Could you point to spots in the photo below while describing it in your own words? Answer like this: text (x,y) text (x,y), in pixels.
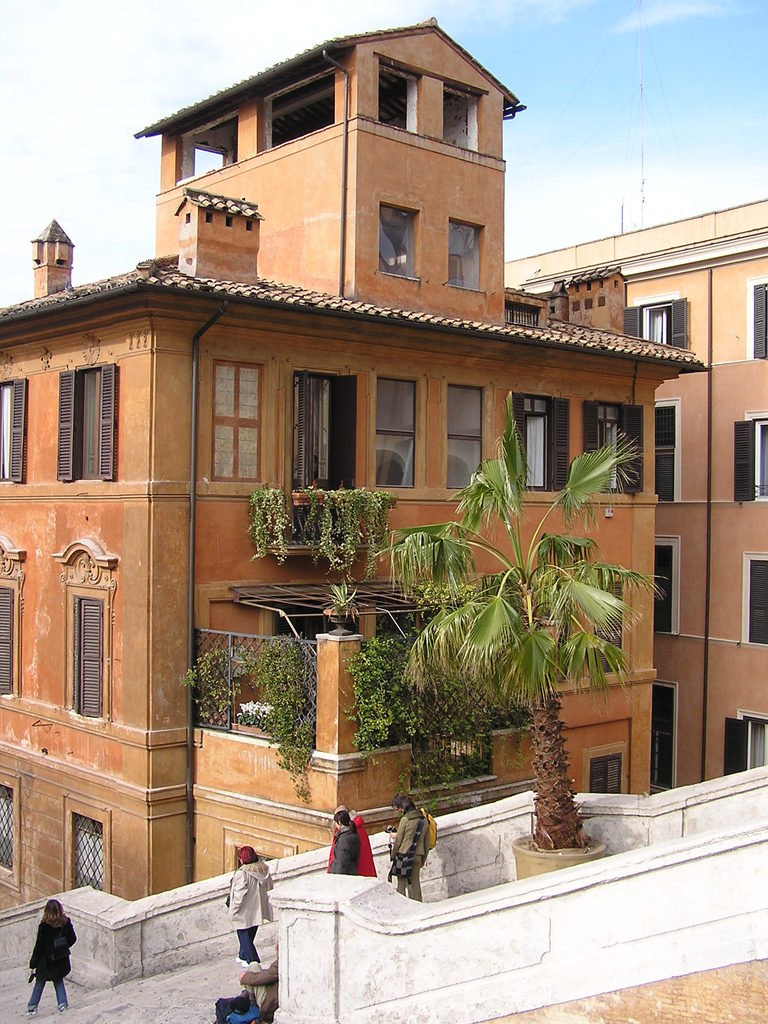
In this image we can see few people (369,871) and a tree (548,788) on the stairs (232,954) and there are buildings (739,545) and creeper plants (361,690) to the building (248,548) and the sky (474,21) in the background (621,114).
